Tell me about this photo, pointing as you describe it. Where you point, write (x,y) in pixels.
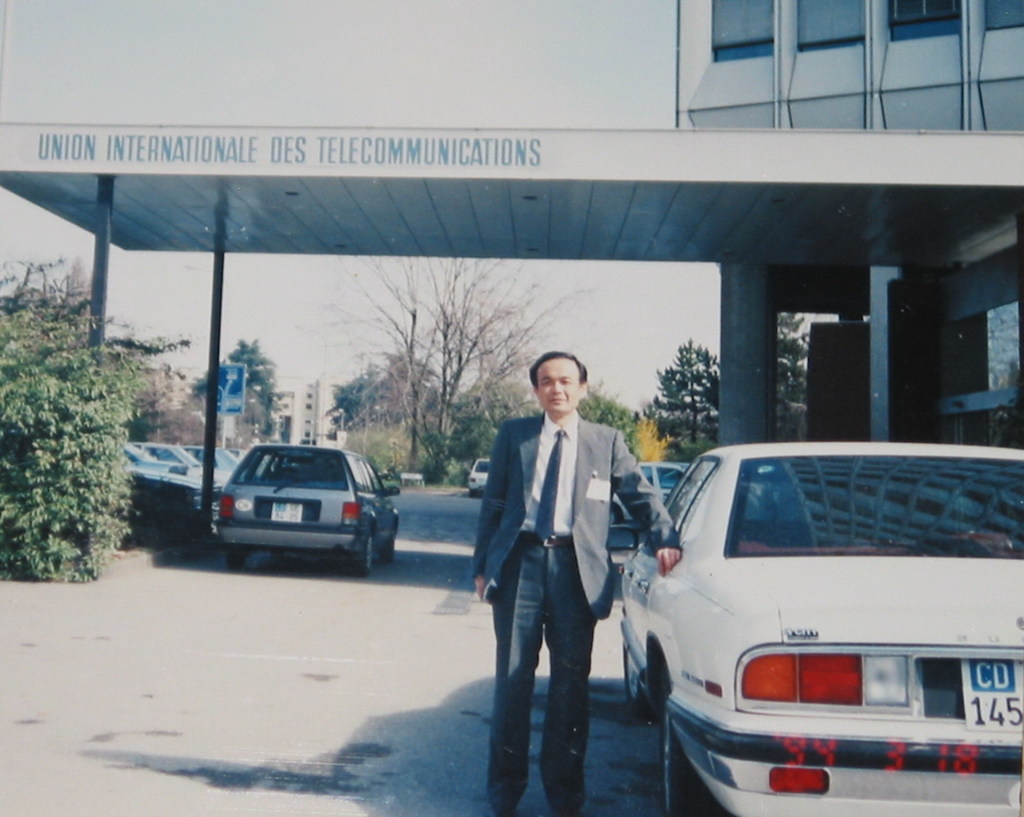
In this picture I can see a building (977,240) and I can see text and few trees (59,432) and I can see a building (278,432) in the back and I can see few cars (877,747) parked and a man (570,565) standing and I can see the sky (123,6).
